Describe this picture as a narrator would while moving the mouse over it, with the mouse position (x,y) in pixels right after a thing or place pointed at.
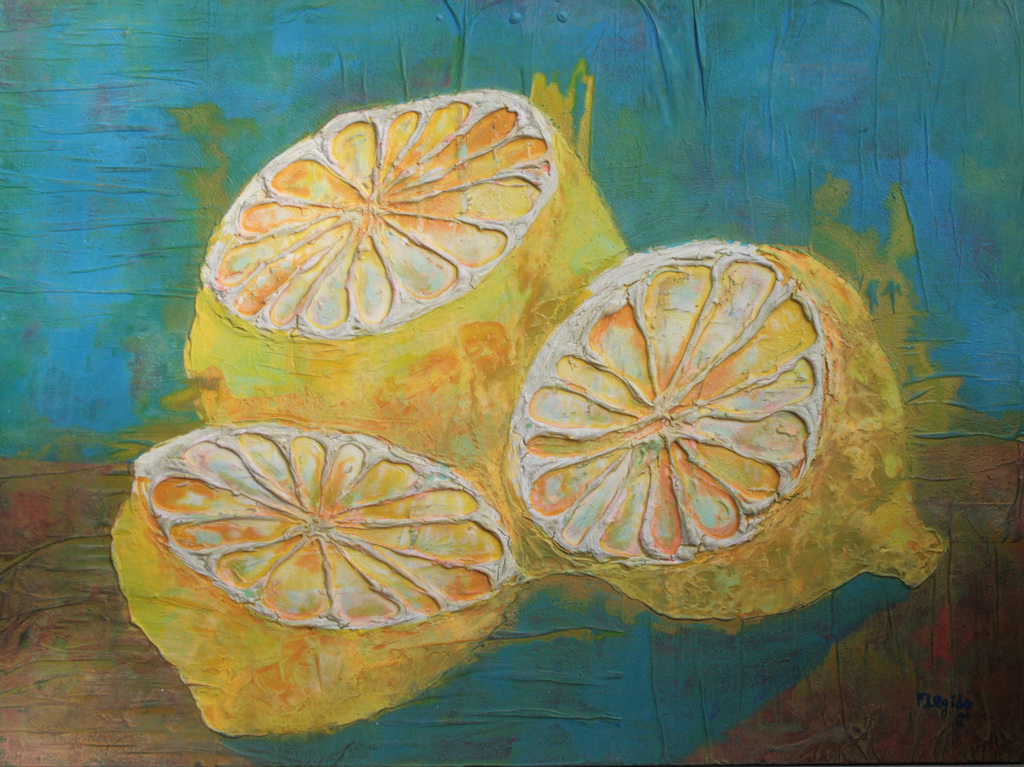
In this image I can see the painting (747,512) of few lemons (375,303) and lemons (450,292) are in yellow color and I can see blue and brown color background (159,702).
